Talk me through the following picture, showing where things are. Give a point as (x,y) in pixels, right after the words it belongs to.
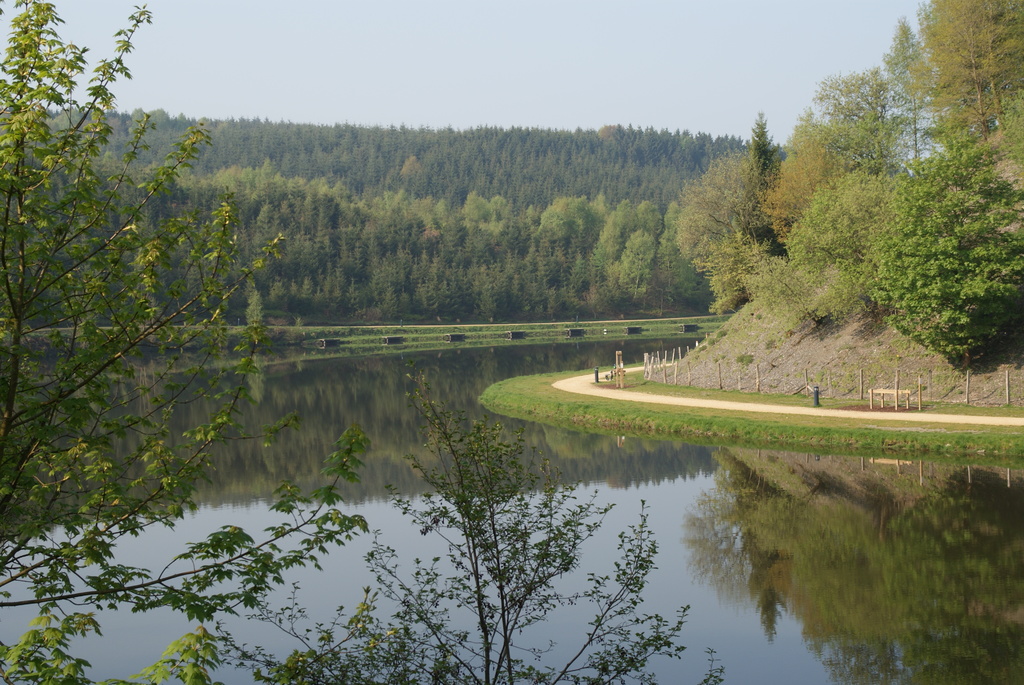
In this picture we can see many trees (943,180). At the bottom (712,543) we can see the water (542,626). On the right (966,389) we can see the fencing (762,389), bench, poles (620,363) and other objects (610,371). At the top (607,61) there is a sky (615,49).
